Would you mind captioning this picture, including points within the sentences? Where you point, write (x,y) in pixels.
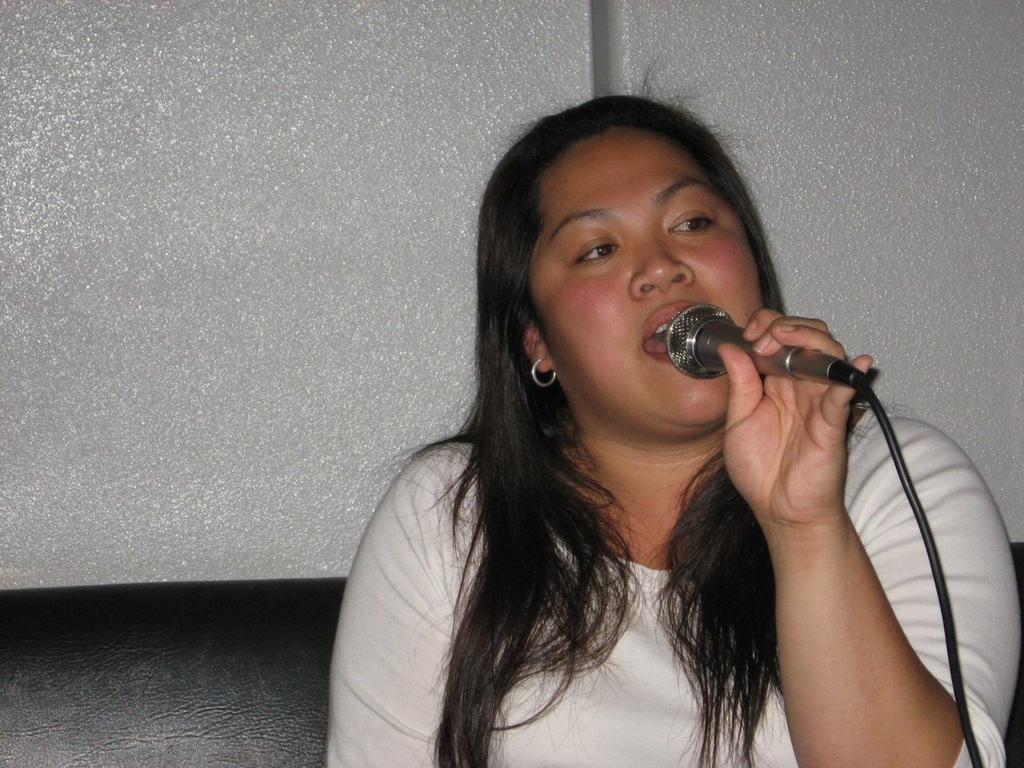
In this image there is a woman (584,508) who is sitting on the sofa (319,618) by holding the mic (786,354). In the background (317,189) there is a wall (334,207).
